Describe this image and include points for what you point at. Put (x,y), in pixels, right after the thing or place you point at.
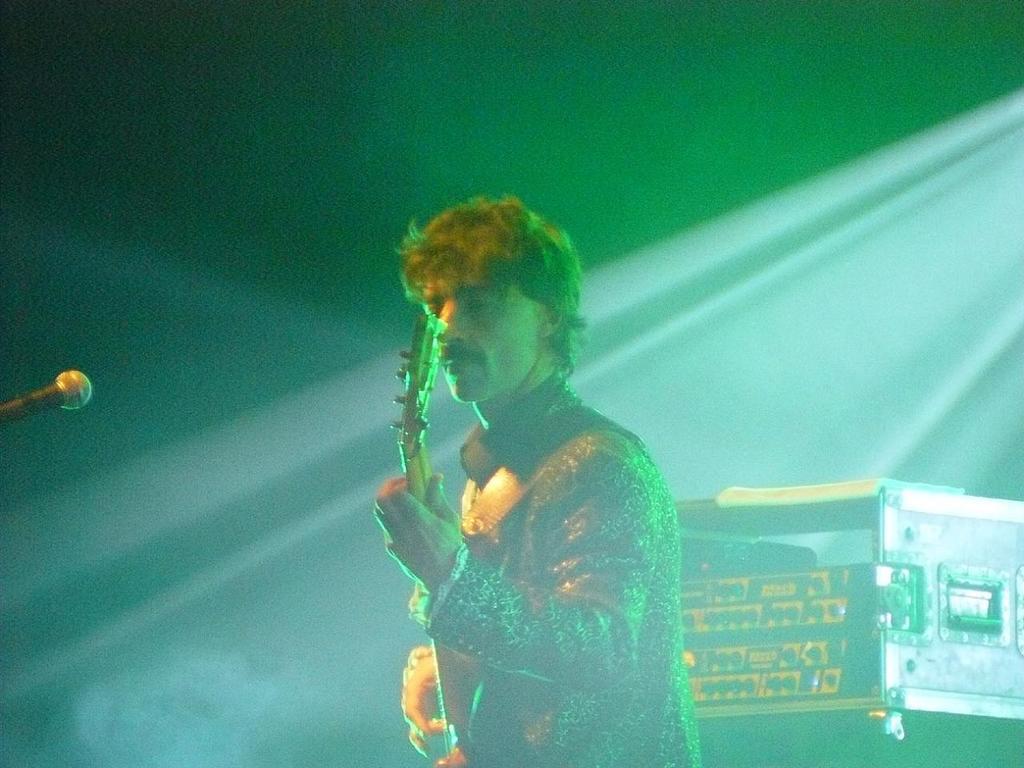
In the image there is a man (595,424) standing and holding a guitar (469,732) in the hand (429,538). On the left side of the image (61,400) there is a mic (78,396). Behind the man (540,568) there is a box (824,536).
